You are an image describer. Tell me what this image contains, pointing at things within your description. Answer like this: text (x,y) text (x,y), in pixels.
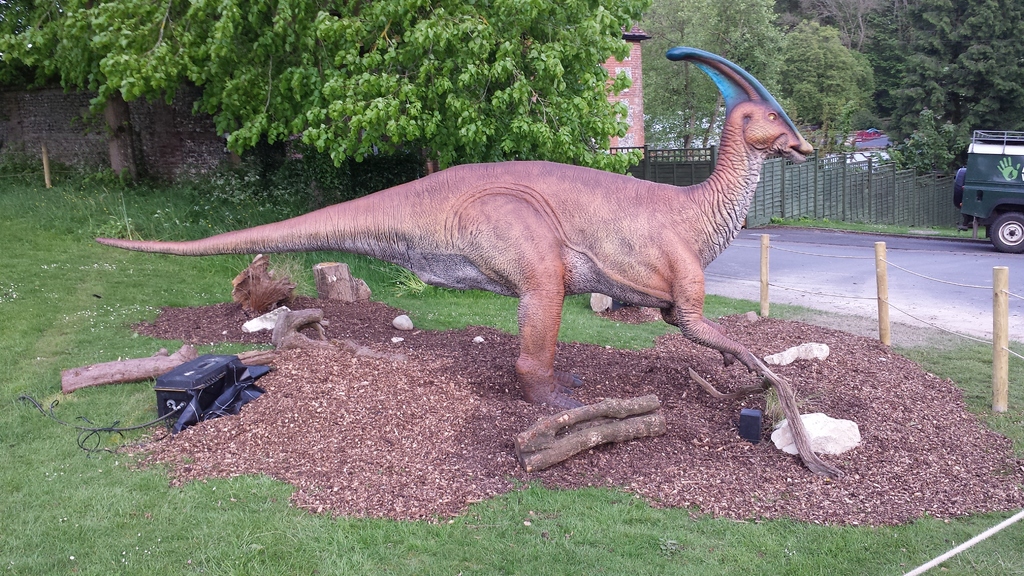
This image consists of an artificial dinosaur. At the bottom (291,537), there is green grass (73,466) on the ground (269,420). In the background (514,132), there are trees (250,149) along with a wall (149,148) and fencing (915,197). On the right (983,205), there is a vehicle (994,219).
